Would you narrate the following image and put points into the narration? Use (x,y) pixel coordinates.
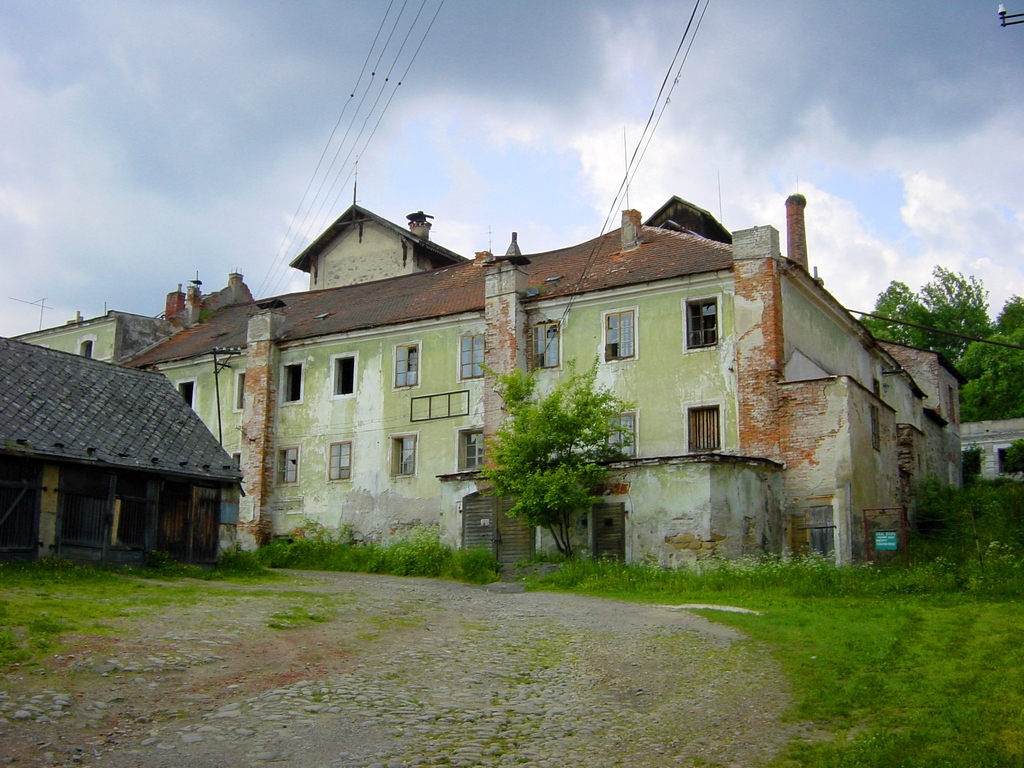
As we can see in the image there are buildings (466,345), grass (827,707) and trees (970,331). On the top (603,73) there is sky (519,65).
